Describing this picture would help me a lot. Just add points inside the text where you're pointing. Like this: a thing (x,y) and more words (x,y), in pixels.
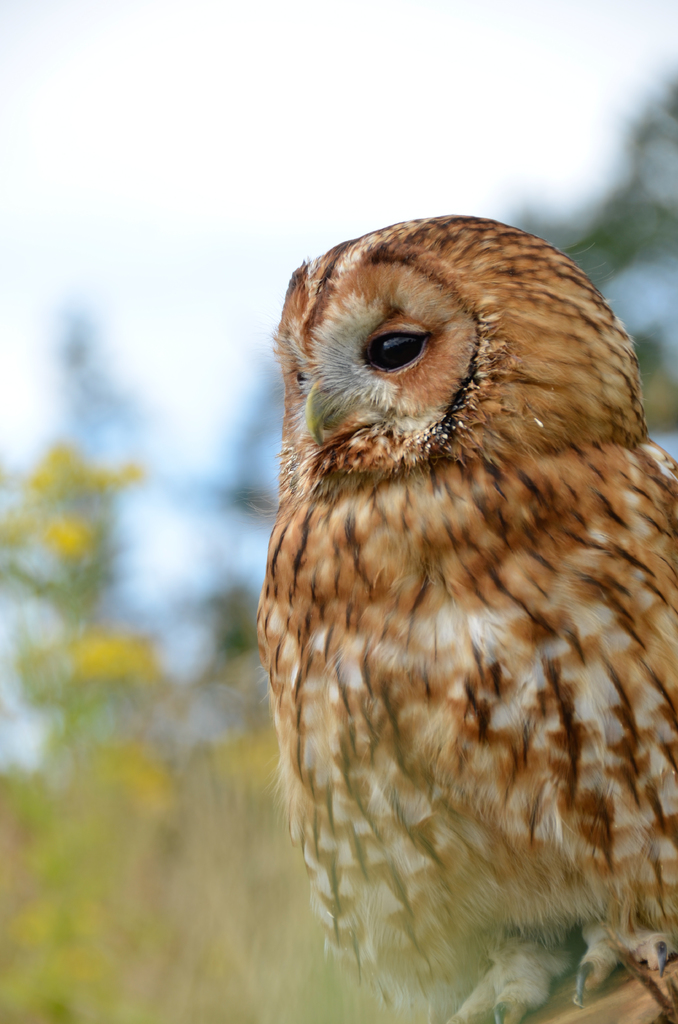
In this image I can see the bird (378,674) which is in brown color. It is standing on the brown color surface (627,1007). To the left (110,801) there are some yellow color flowers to the plant (148,796). In the back (225,157) I can see the plants (214,796) and the sky (235,225). But it is blurry.
